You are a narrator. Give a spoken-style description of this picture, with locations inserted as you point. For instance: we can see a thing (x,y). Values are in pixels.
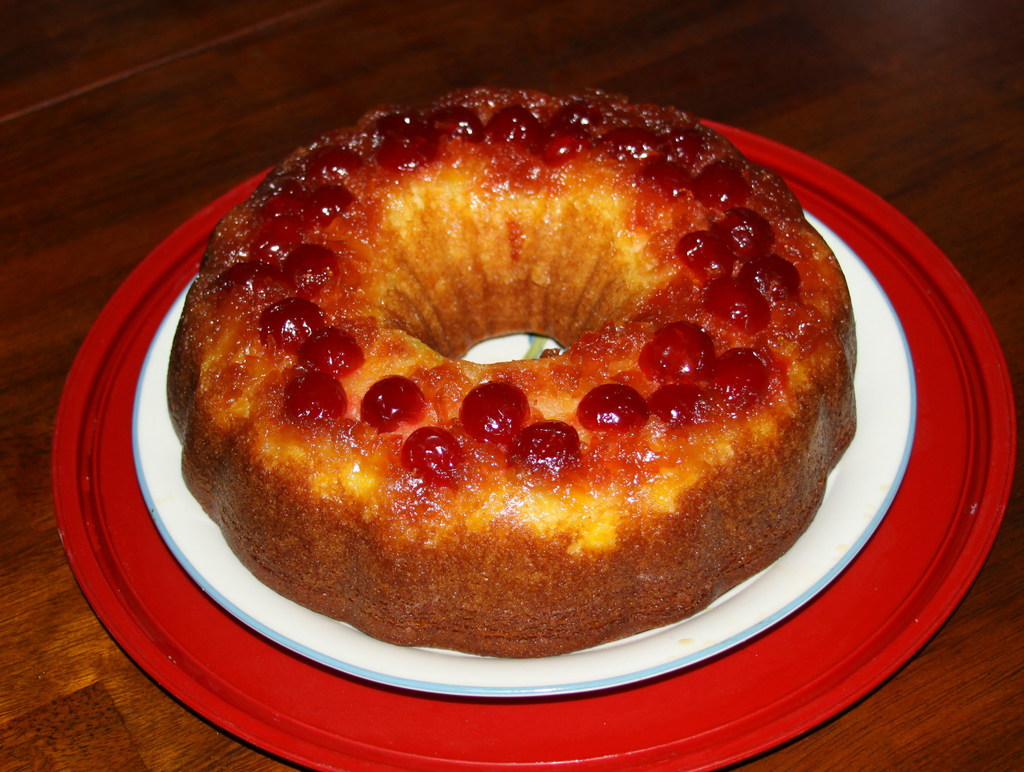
In this image we can see food (524,459) placed on the table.
